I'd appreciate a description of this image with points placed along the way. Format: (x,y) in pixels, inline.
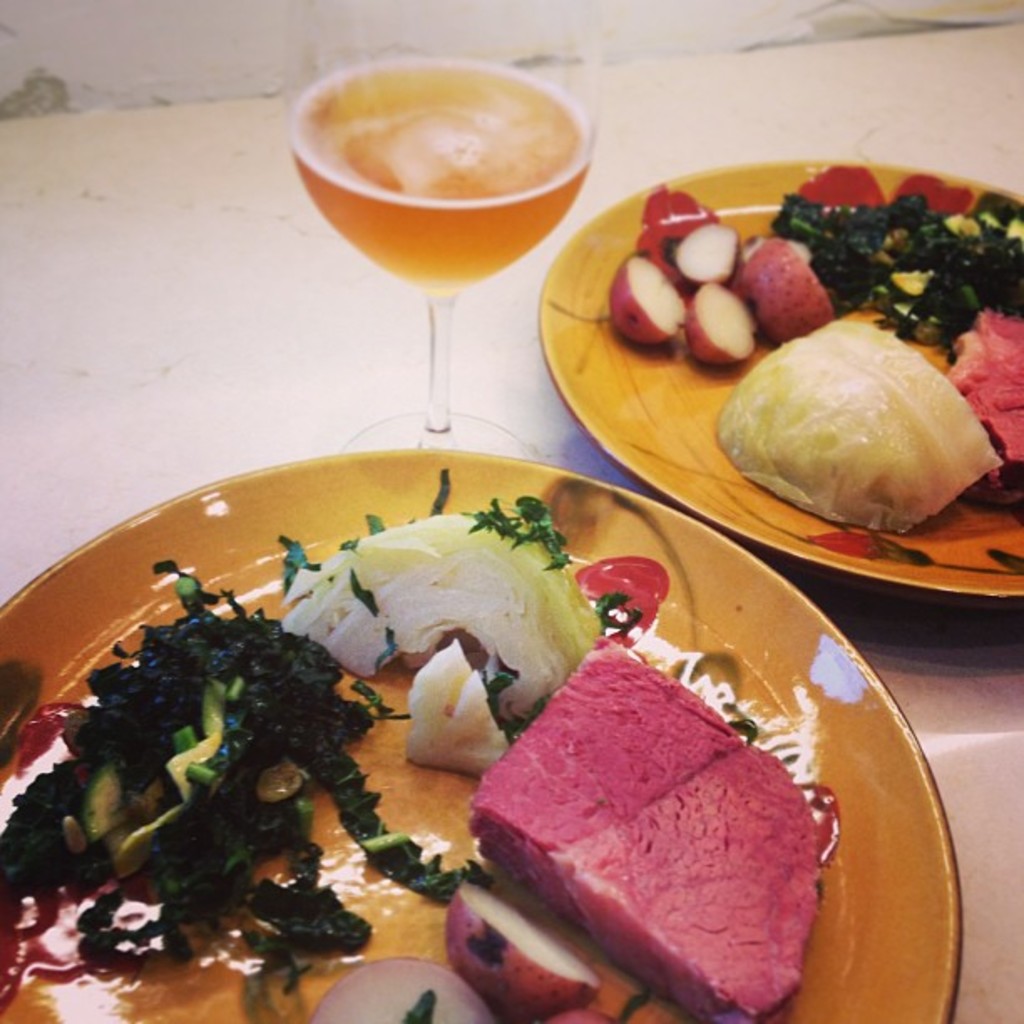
This image consists of food (554,641) kept on the plates (457,829). On the left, we can see glass (475,244) of wine (411,197) are kept on the table (997,886).
